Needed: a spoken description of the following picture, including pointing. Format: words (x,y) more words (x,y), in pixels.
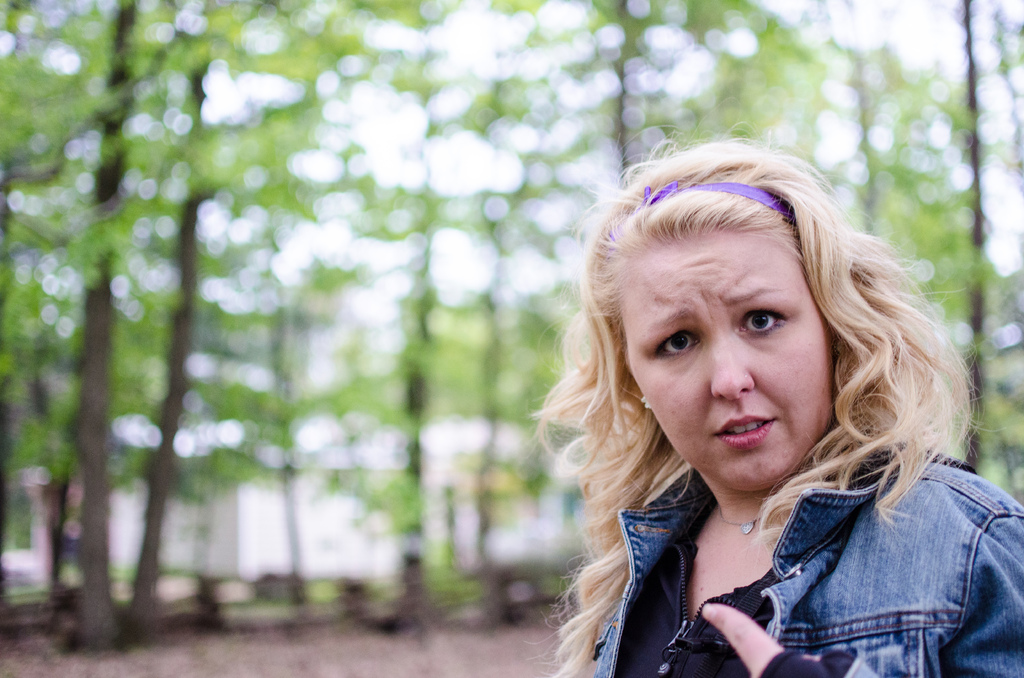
In the image we can see a woman (879,545) wearing clothes (868,582), neck chain (754,521) and earring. This is a hair belt (746,191), trees (417,361) and a white sky (912,36). The background (964,65) is blurred.
